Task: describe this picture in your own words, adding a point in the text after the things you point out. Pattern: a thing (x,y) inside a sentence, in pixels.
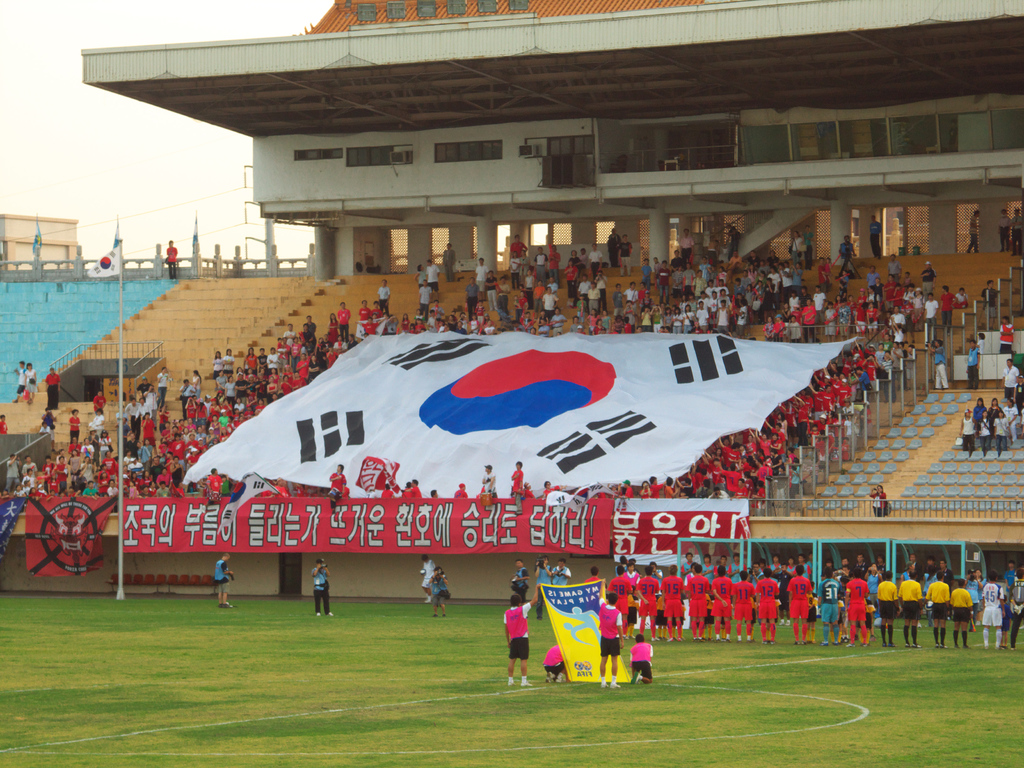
As we can see in the image there are group of people (854,588), stairs (161,290), banners (368,507), windows (767,148), cloth (611,437), grass (437,654), flag (464,365) and at the top (43,128) there is sky (58,102).
